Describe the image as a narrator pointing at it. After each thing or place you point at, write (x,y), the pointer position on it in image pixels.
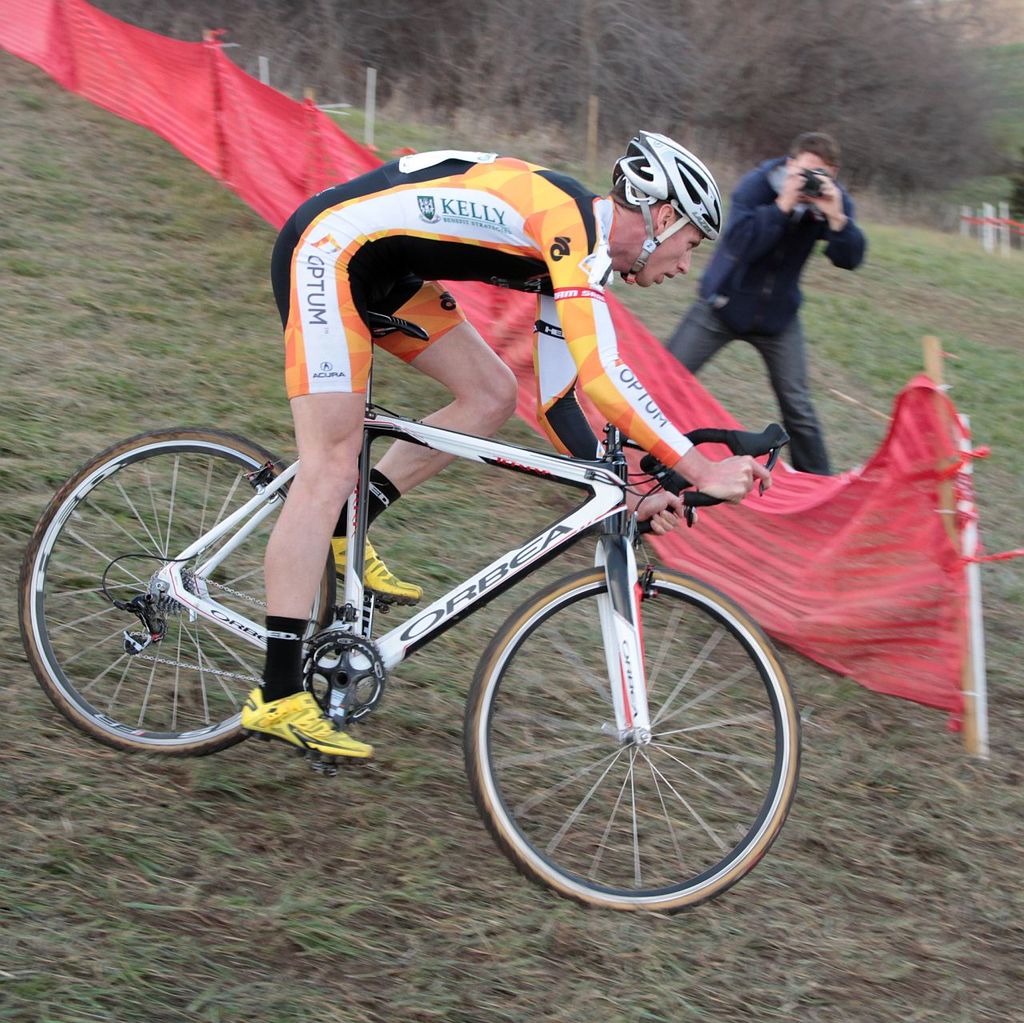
In this image in the center (632,414) there is one person (553,421) who is sitting on a cycle (353,640) and driving, in the background (754,189) there is another person (779,251) who is standing and he is holding a camera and clicking pictures and in the center (675,417) there is a fence (857,536). At the bottom (718,735) there is grass (967,775), and in the background (793,109) there are some trees (716,145) and poles (588,138).
